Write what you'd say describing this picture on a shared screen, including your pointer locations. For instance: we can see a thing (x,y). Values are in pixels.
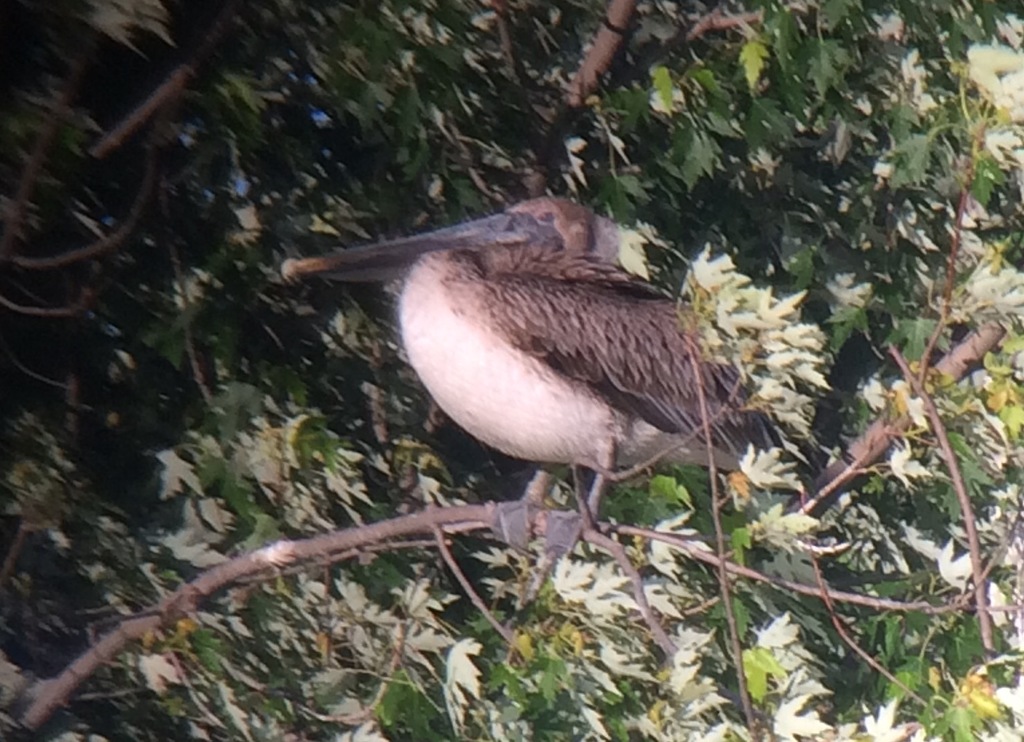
In this picture there is a bird (292,272) in the center of the image (661,328), on a branch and there are leaves (599,199) around the area of the image.
